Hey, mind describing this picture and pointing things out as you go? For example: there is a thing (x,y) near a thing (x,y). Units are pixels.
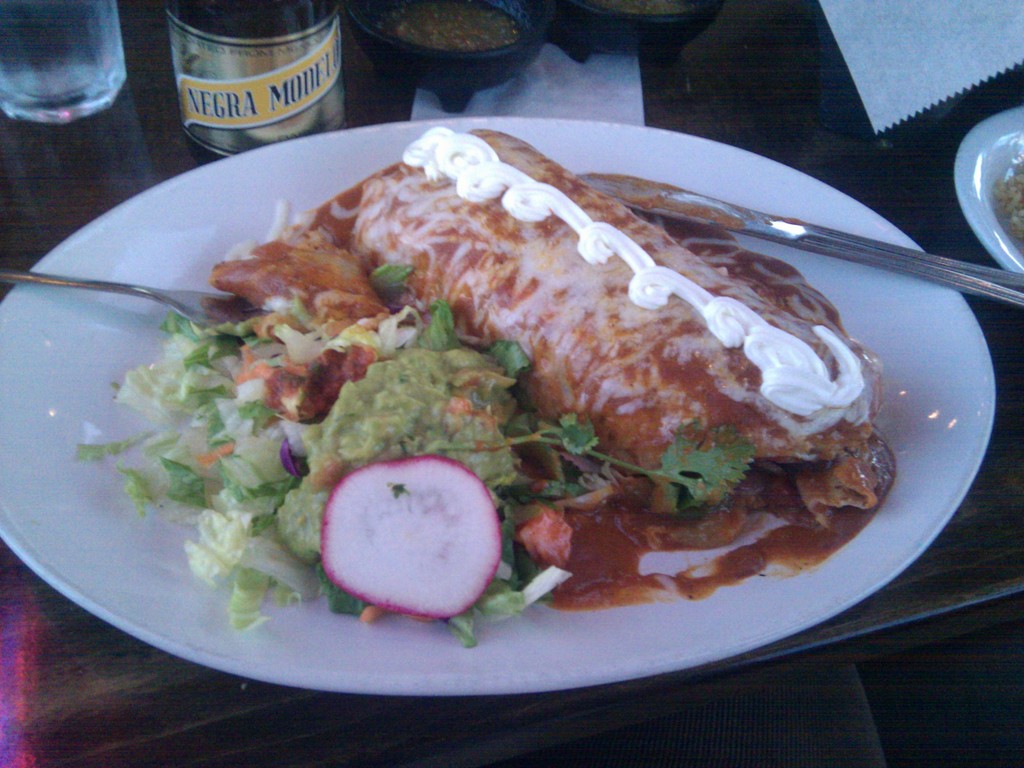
In this image there are food items (413,415) on a plate (796,185). There is a fork (238,318) and a knife (731,216). Beside the plate (689,167) there is a glass (111,48) and there are a few other objects (1023,231) on the table (95,733).
